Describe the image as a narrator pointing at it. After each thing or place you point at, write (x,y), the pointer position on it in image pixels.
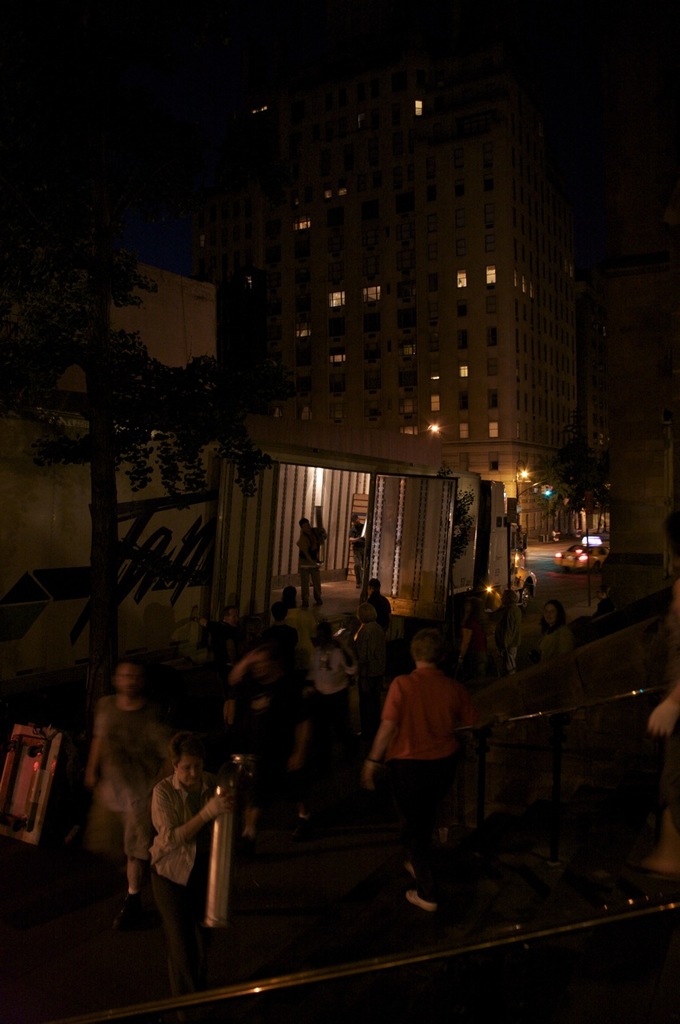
In this image there are persons (175,768) standing and walking. In the background (55,324) there are buildings (456,445) and trees (132,362), there are lights (592,543) and there are vehicles (597,552).
